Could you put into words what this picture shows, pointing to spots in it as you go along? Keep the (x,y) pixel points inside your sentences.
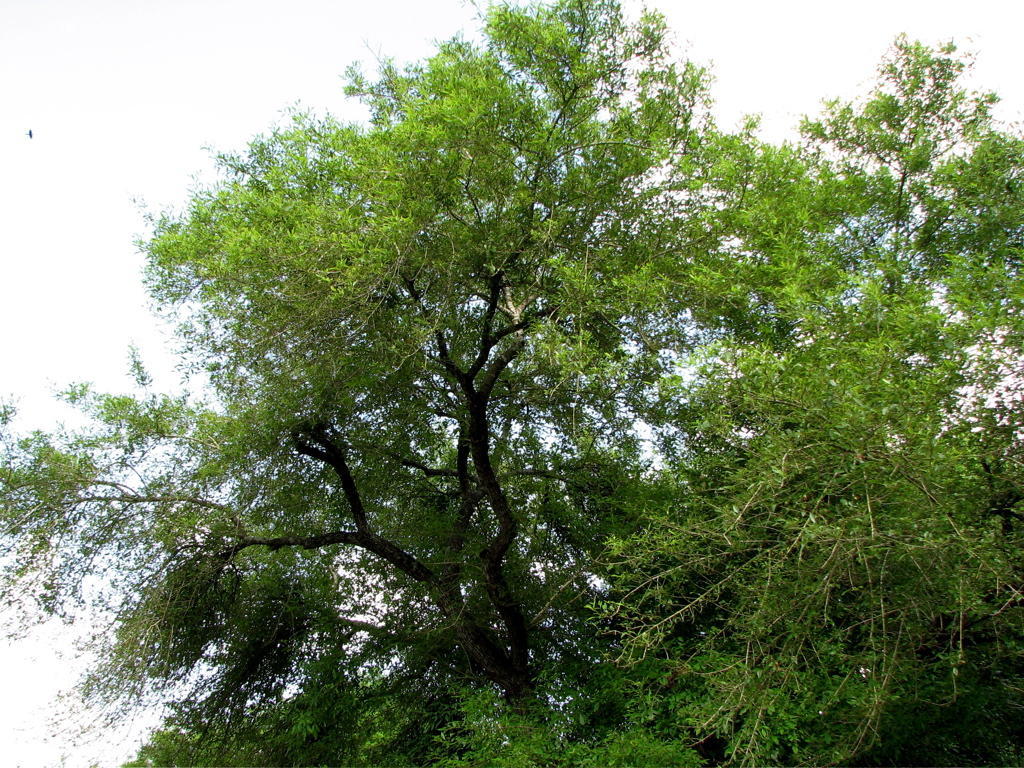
In this picture we can see the sky (194,127) and a tree (436,321).
